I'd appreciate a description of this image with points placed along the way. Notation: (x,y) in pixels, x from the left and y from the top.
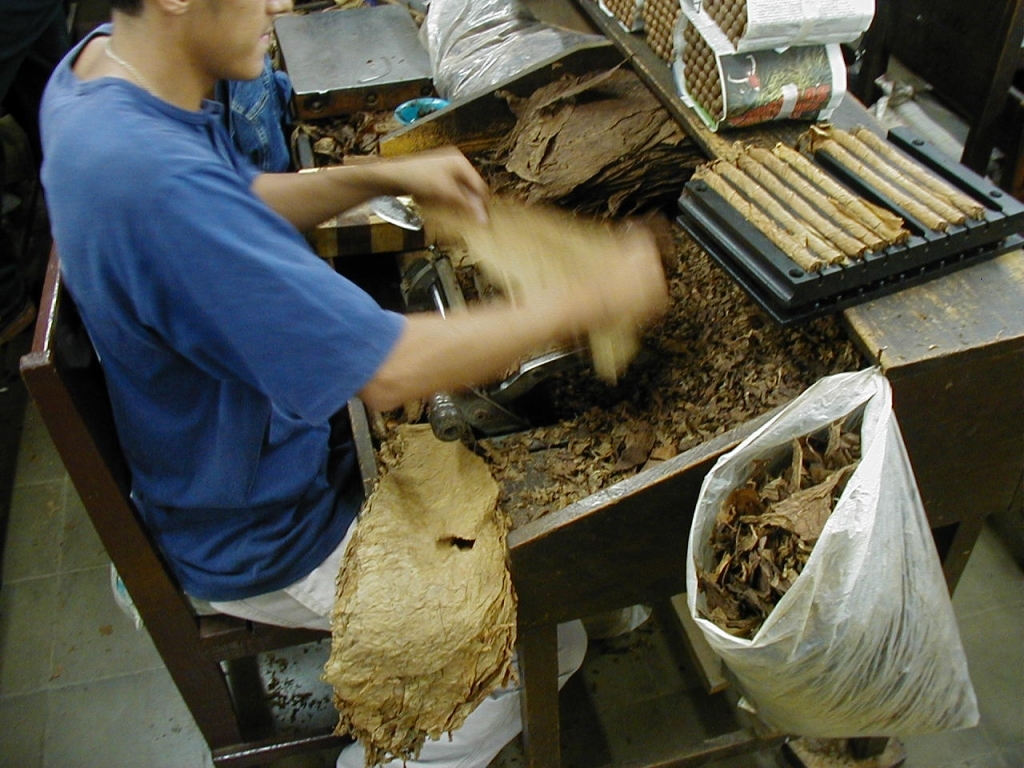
In this image we can see a person (372,391) sitting in a chair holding a leaf (602,364) in his hand (567,321). On the right side (790,512) we can see a cover (754,479) containing some dried leaves (784,540). We can also see some rolls of leaves (795,225) in a tray (723,244) which are placed on a table (930,397).
